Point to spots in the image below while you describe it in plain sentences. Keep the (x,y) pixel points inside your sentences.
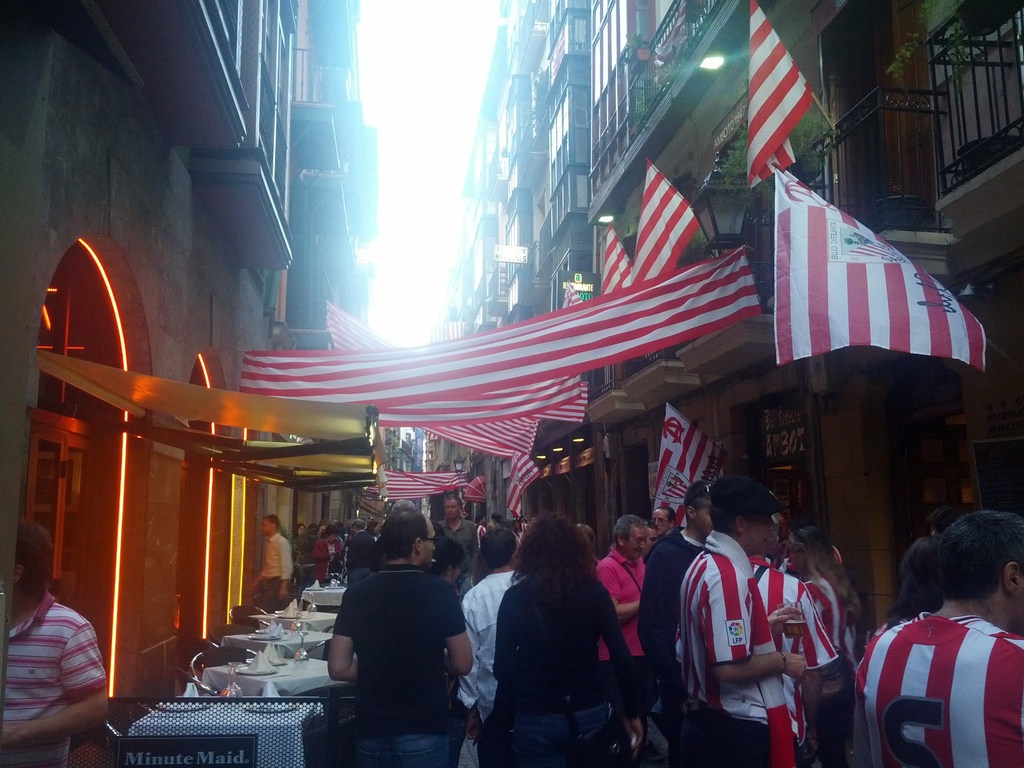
On the right (687,50) and left side of the image (250,304) there are buildings (762,262), beneath the buildings (186,460) there are stalls (306,464) and there are few people (560,578) walking on the path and some are standing in front of the stalls (887,532). There are a few flags (656,283) hanging on the wall (258,343) of a building (597,209). In the background (437,156) there is a sky (418,191).
